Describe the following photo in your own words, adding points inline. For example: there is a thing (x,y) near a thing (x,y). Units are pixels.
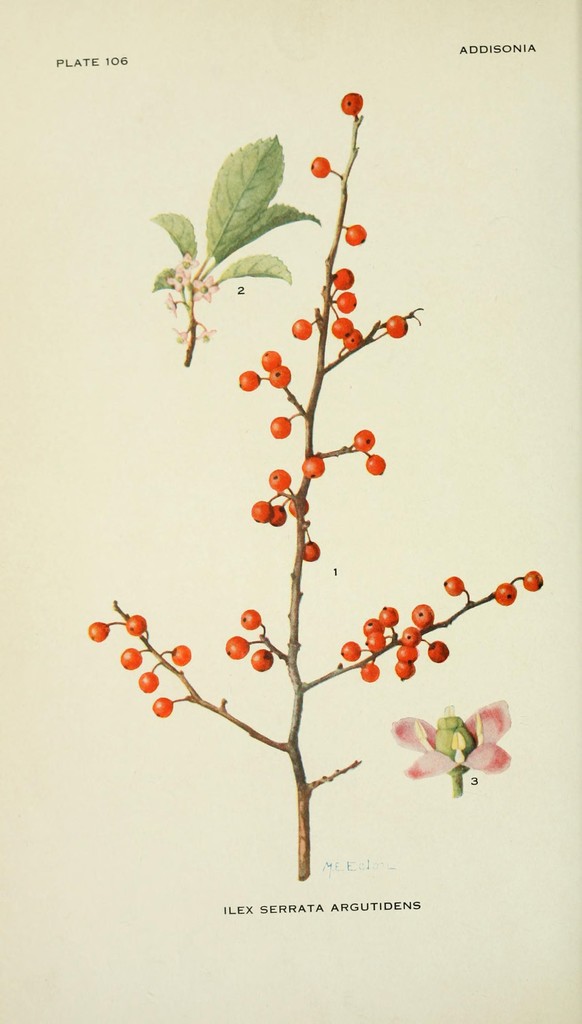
In this image there is a painting (332,600). There is a stem (301,806) having fruits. Right side (423,741) there is a flower (471,739). Left side (194,319) there is a stem (192,296) having flowers (184,275) and leaves (224,206). Top of the image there is some text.
